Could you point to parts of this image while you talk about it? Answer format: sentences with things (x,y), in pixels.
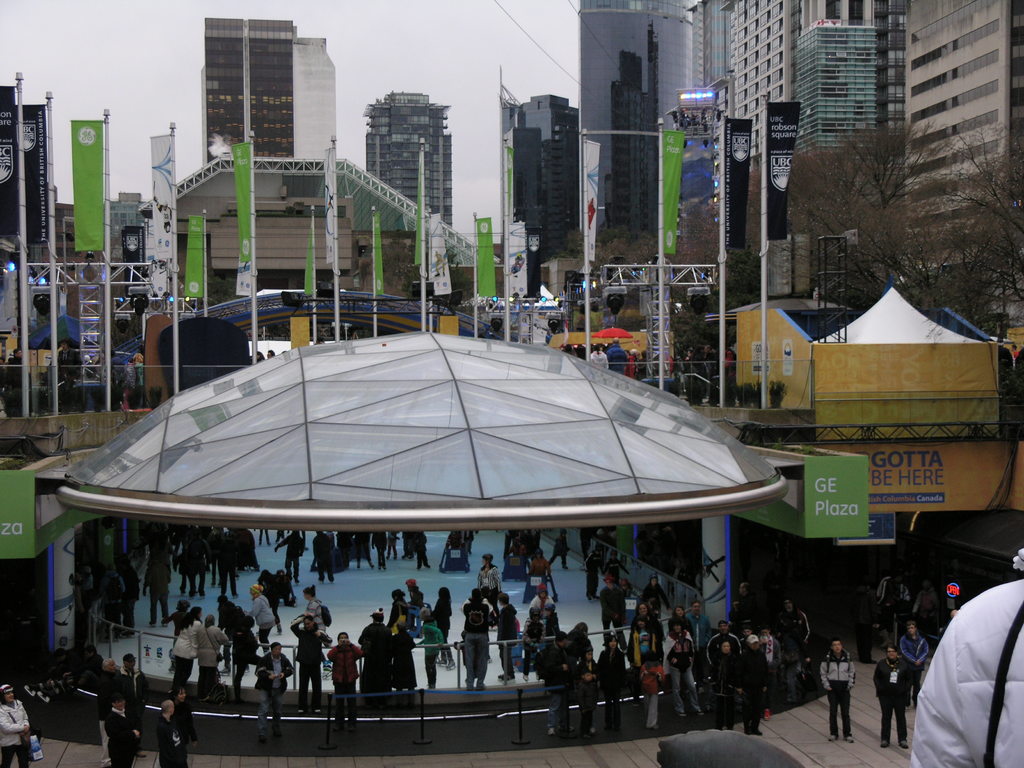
The picture is taken outside a city (937,398). In the foreground of the picture (385,637) there are people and various buildings (900,408). In the center of the picture (465,280) there are trees (960,252), banners (12,163), poles (23,157) and various objects (62,280). In the background (1008,54) there are buildings (955,65).
